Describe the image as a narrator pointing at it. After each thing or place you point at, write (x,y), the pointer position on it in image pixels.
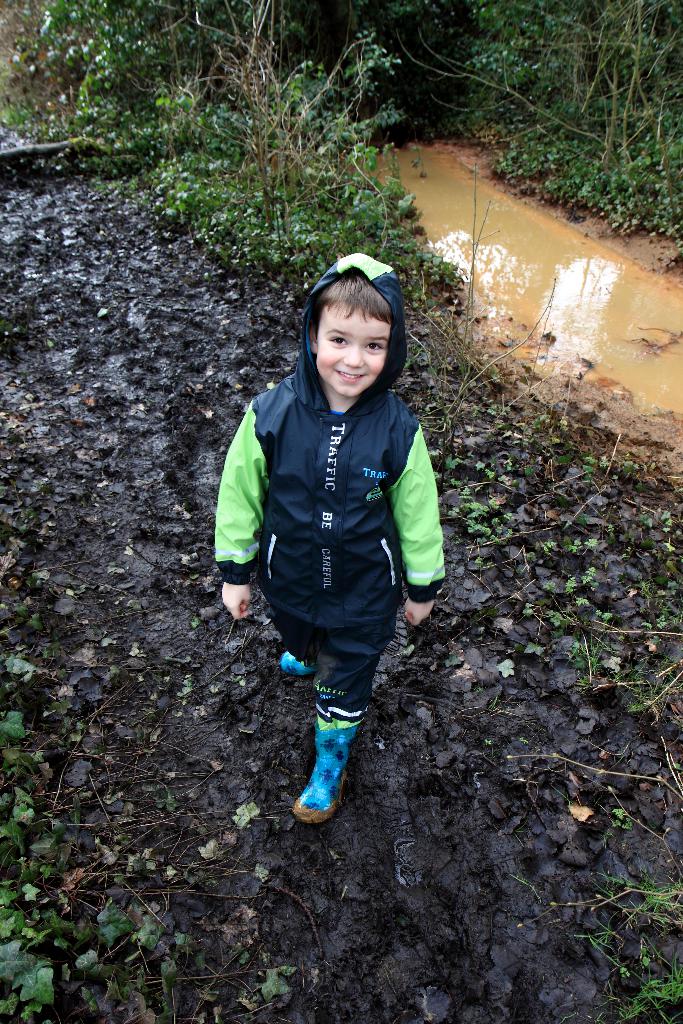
In this picture, we can see a boy (320,575) is standing on the path (257,600) and behind the boy (322,493) there are plants (260,188) and water (471,256).
